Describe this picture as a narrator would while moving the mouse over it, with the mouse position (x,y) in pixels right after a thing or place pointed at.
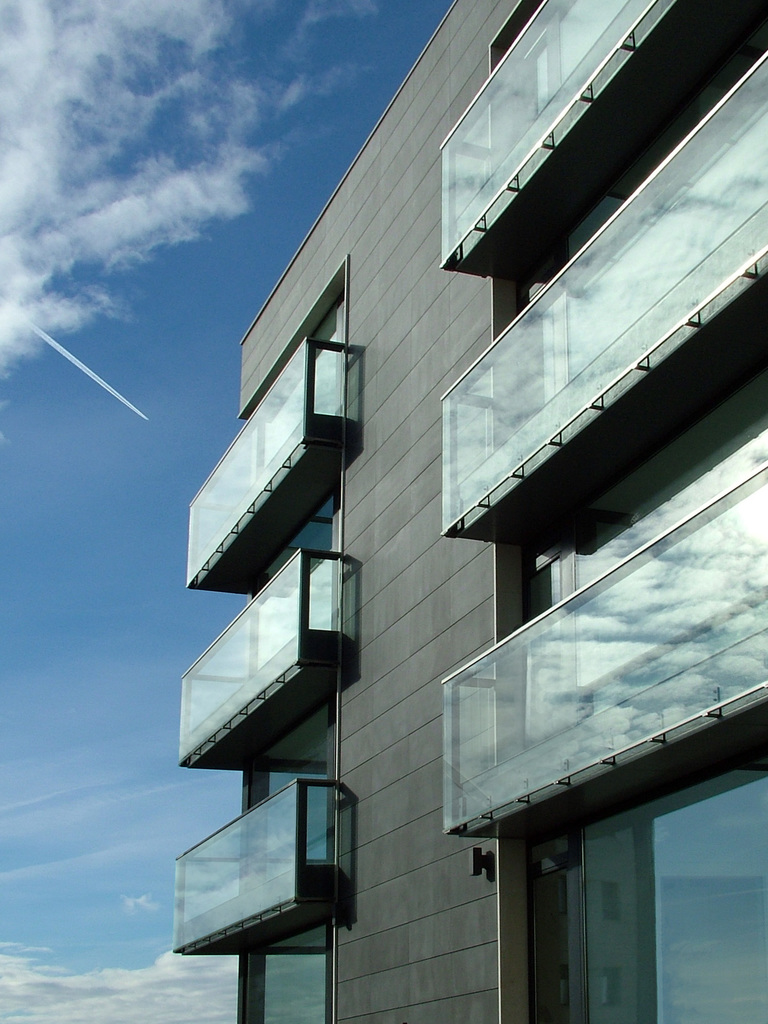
In this image I can see a building (491,335), glass window (662,869) and glass fencing (560,659). Building (439,572) is in ash color. The sky (198,379) is in blue and white color.
